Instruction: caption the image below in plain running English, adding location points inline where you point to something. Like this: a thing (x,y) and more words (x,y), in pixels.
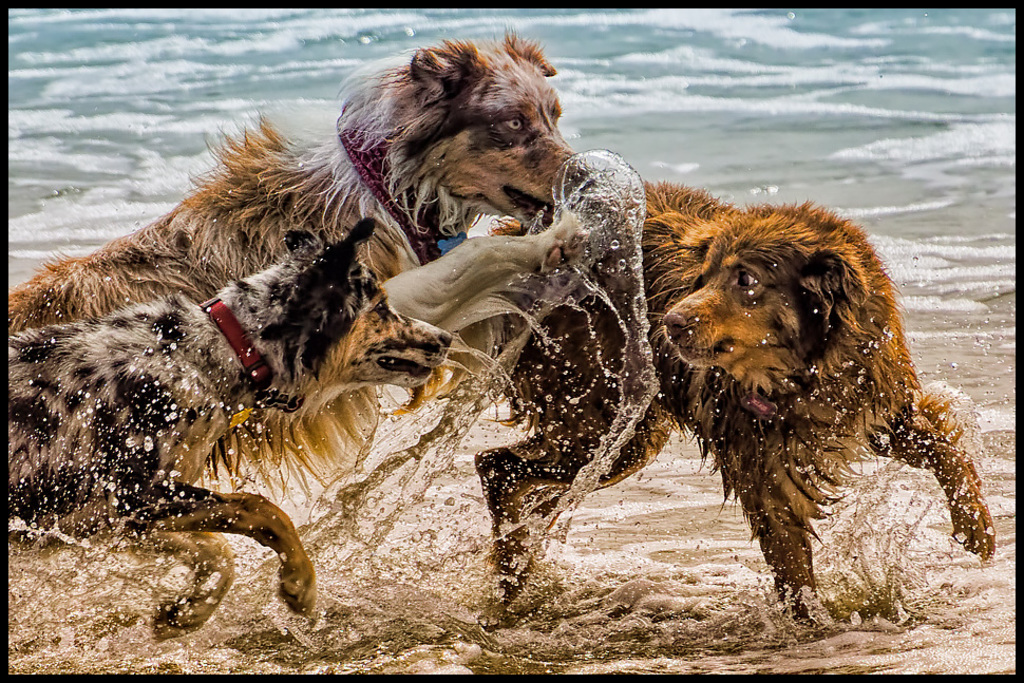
This is an edited image in this image in the center (502,252) there are three dogs (567,324) fighting, and at the bottom (378,576) there is a sea (857,199).
